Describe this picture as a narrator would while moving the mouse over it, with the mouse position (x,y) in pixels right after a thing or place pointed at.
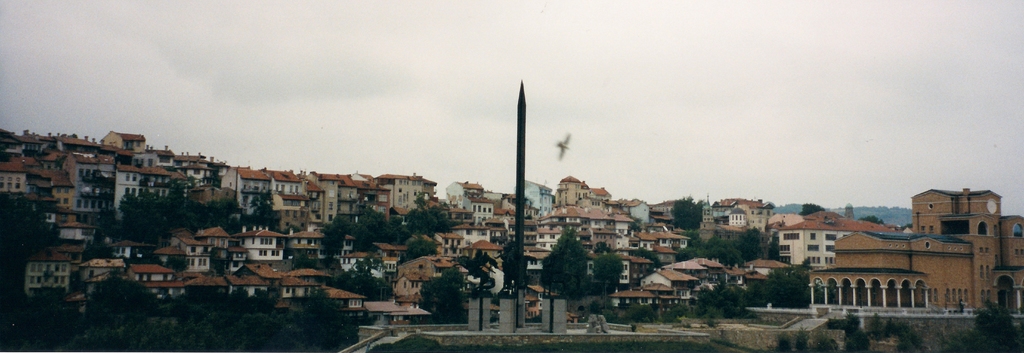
In the middle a bird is flying, there are many buildings (447,243) and trees (582,261) in the down side. At the top (488,14) it's a cloudy sky (364,76).
